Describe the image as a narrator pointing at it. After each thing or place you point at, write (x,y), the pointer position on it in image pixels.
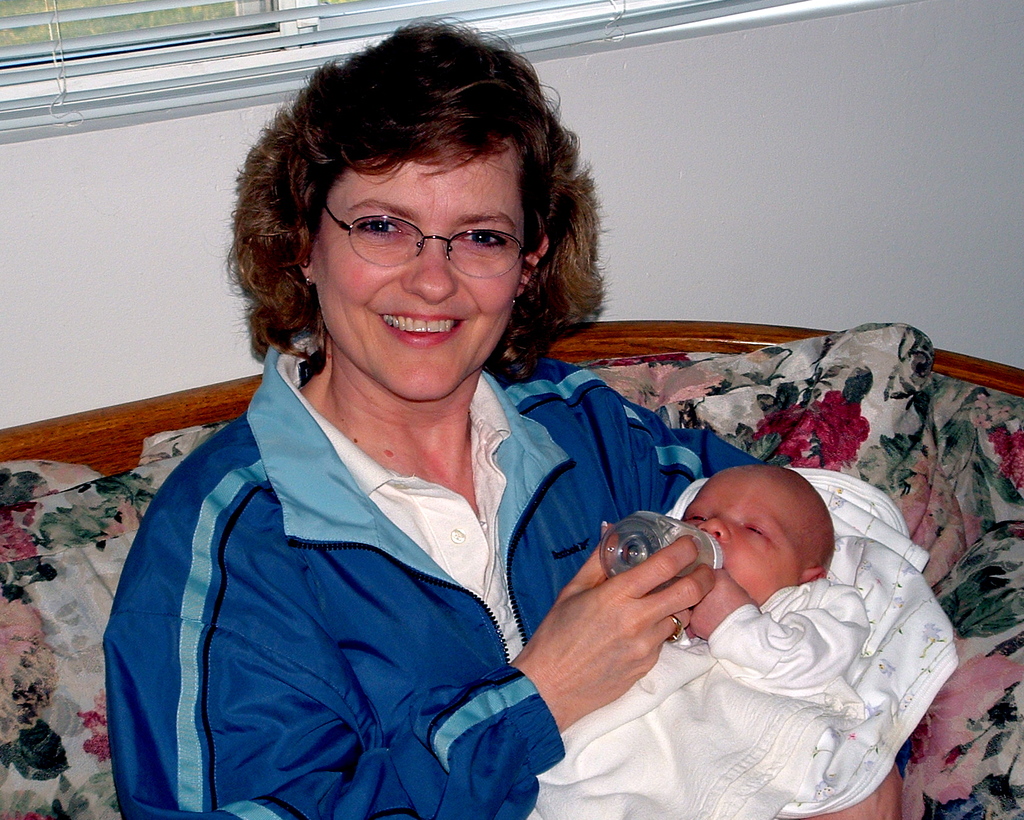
This image consists of a woman (496,549) wearing a blue jacket (286,656) and holding a kid (734,605). And she is feeding the baby (696,627). We can see a sofa (69,580) along with a window blind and the wall (126,260).
